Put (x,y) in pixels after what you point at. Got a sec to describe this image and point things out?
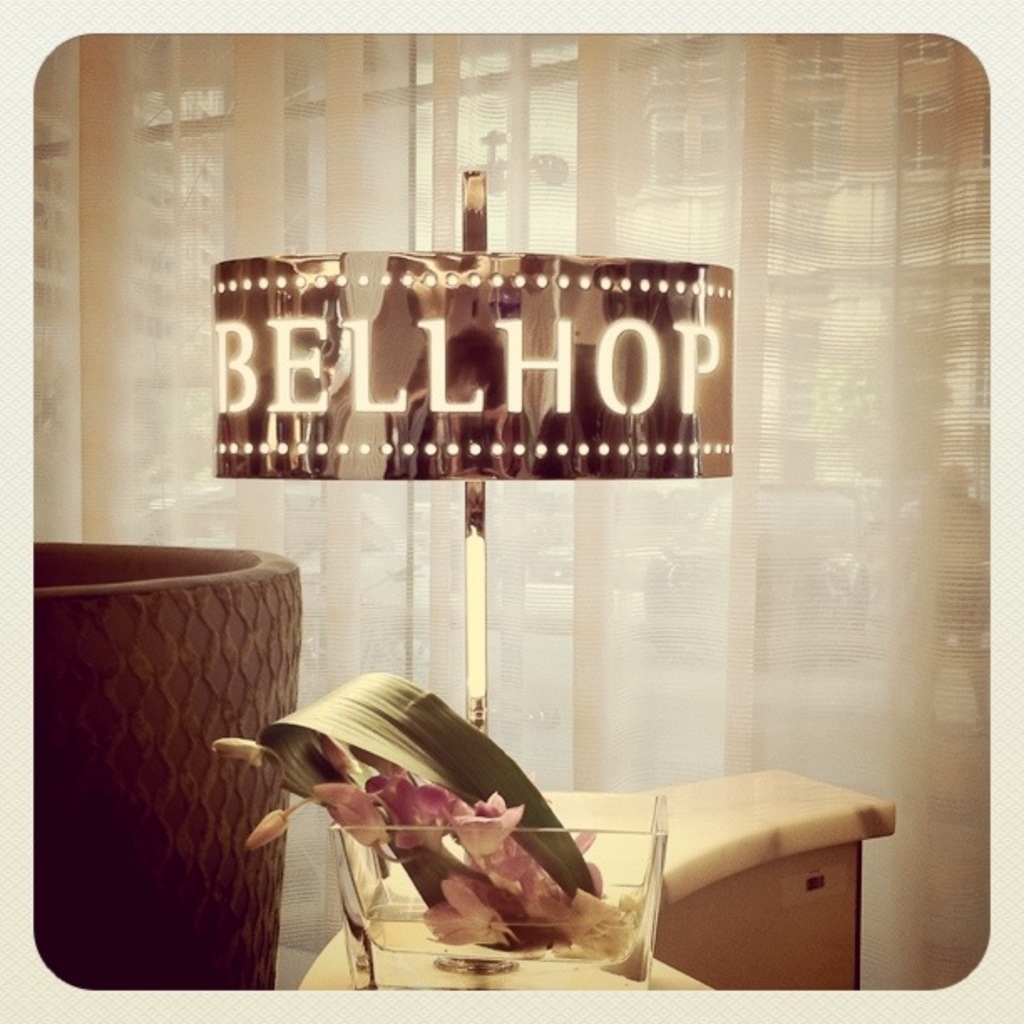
In this image on the left side (151,770) there is a couch (168,642), and at the bottom (804,792) there is a desk (741,817). On the desk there is one box (606,848), in that box (466,833) there are some flowers (452,807) and in the center (393,467) there is one board (513,383). On the board (455,354) there is some text (613,360), and in the background (872,595) there is a window (590,598) and curtain (729,569) and through the window (844,328) we could see some vehicles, buildings (806,251) and a tree (869,416).
